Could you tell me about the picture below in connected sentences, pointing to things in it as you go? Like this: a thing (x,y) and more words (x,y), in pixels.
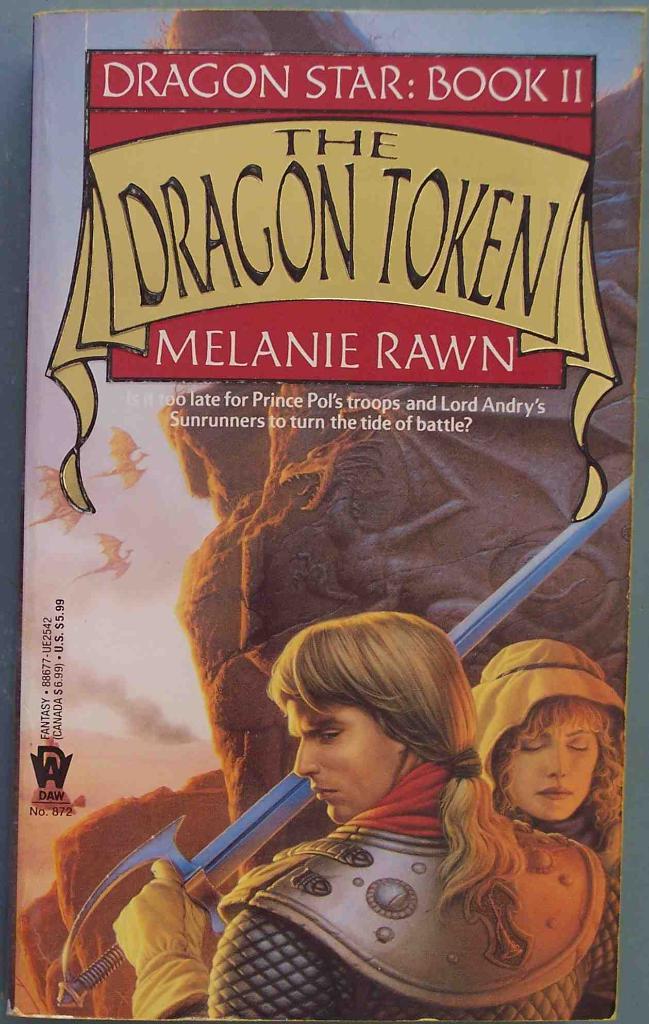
In the image we can see there is a poster (258,150) on which people (330,782) are standing and a man (351,924) is holding sword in his hand (119,927). It's written ¨THE DRAGON TOKEN¨ on it.
